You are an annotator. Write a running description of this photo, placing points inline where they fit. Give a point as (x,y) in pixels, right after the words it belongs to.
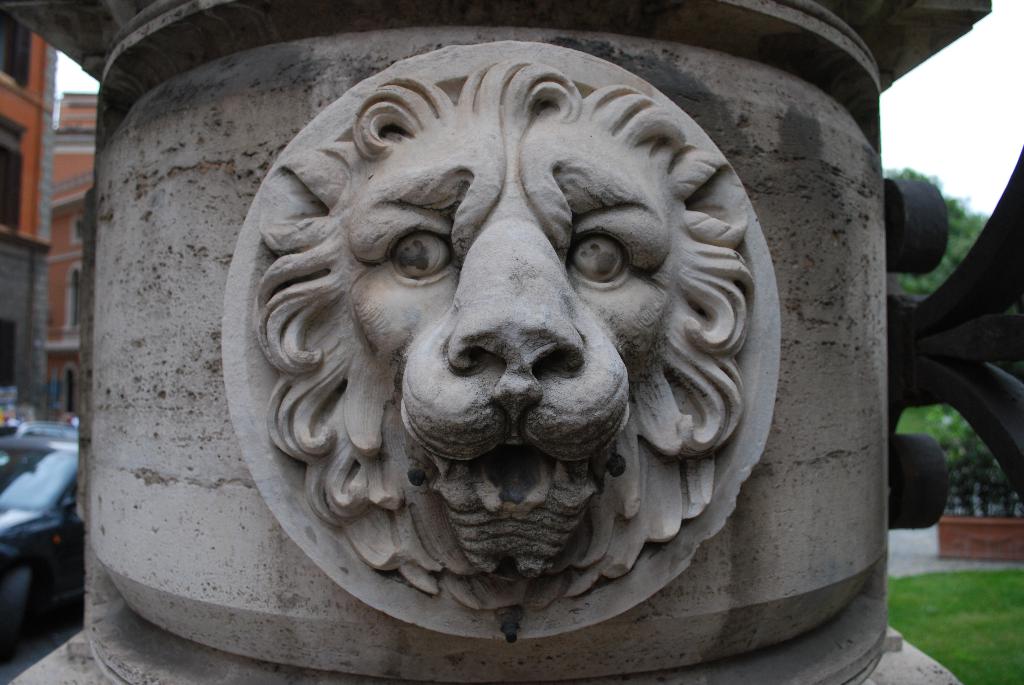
In this image there is a sculpture (393,399) of lion (564,387) as we can see in middle of this image (422,308) and there are some cars (75,497) at bottom left corner of this image (65,547) and there are some buildings (58,255) at left side of this image (48,277) and there are some trees (952,263) at right side of this image (955,243).
